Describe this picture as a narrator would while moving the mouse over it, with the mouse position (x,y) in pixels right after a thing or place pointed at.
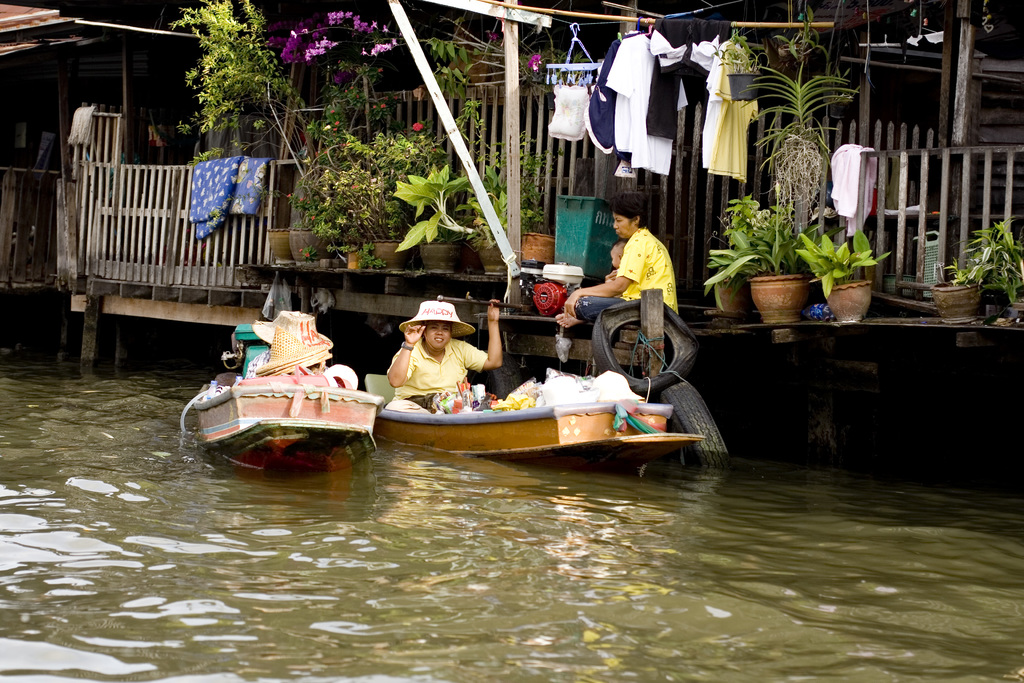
In the picture I can see the ship (608,427) is on the water surface (628,549). On the right side of the image (732,191) I can see houses (765,193), in front of the house (708,181) I can see the plants (776,263).
